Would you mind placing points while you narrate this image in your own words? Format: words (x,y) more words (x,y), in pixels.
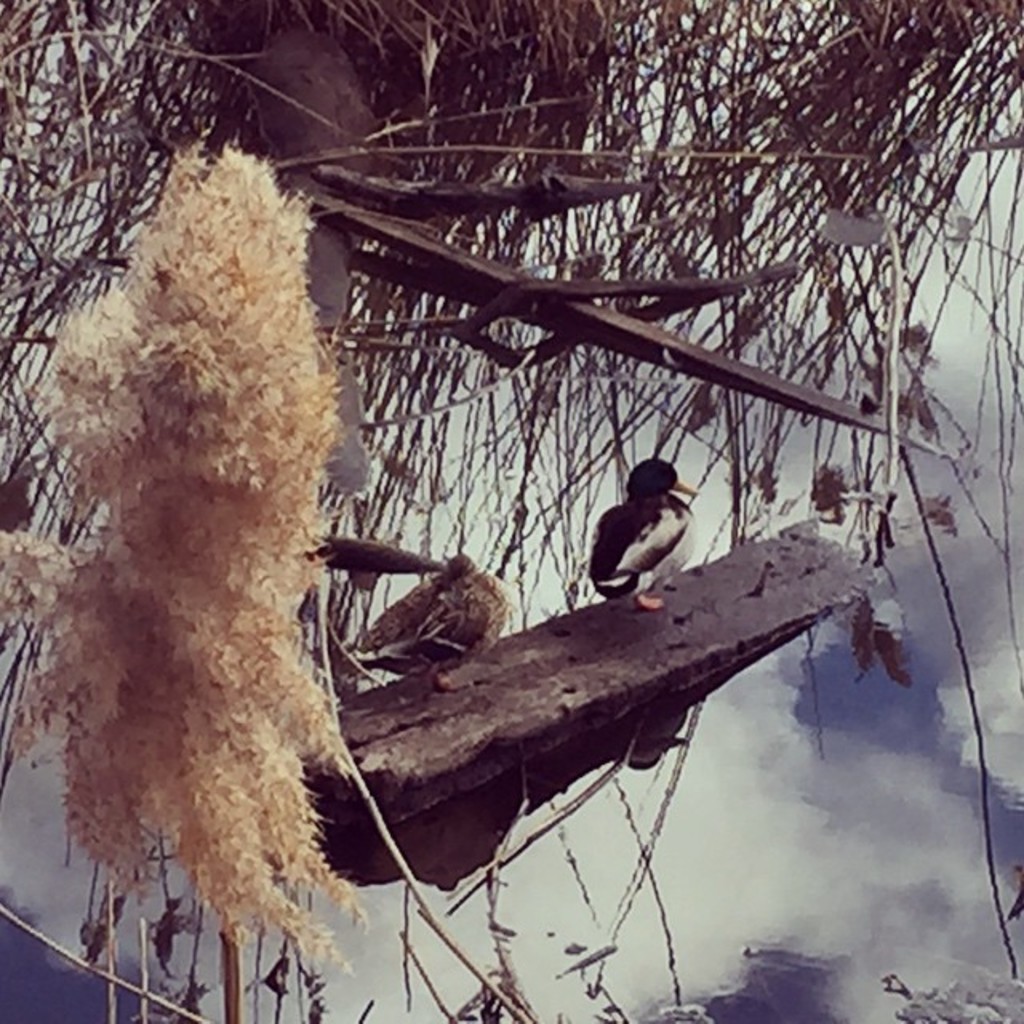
In this image there are two birds (472,596) standing on the wooden stick (562,638). At the top (421,119) there is grass (556,97). On the left side (217,515) there is a plant (181,444). At the bottom (779,860) there are clouds (801,874).
